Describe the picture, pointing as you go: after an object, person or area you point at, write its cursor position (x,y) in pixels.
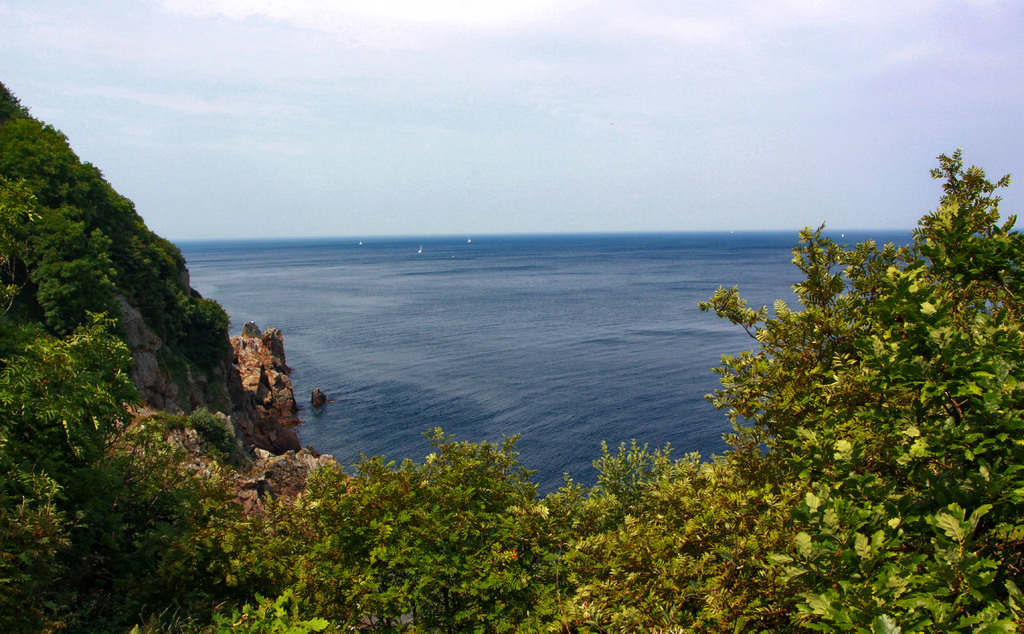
There are many trees (104,366). In the back (514,362) there is water (574,350) and sky (503,109).
